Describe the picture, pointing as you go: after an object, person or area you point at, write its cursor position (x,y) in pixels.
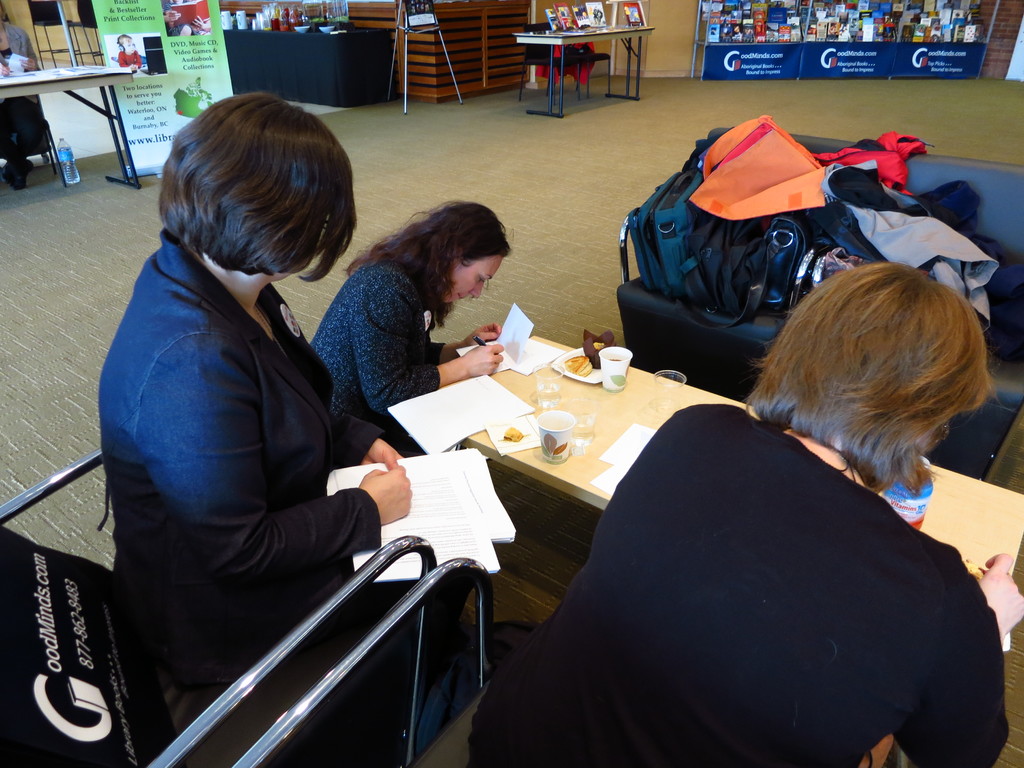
On the background (889,35) we can see books (931,16) in a rack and here we can see bottles (296,25), bowls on a table (345,73). We can see a bottle (66,158) on the floor (57,175). We can see persons (148,355) holding pen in their hands (385,495) and writing something on papers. Here on the table (612,408) we can see glasses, plate of snacks (585,382). On the sofa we can see bags (769,244), jackets (892,246).
